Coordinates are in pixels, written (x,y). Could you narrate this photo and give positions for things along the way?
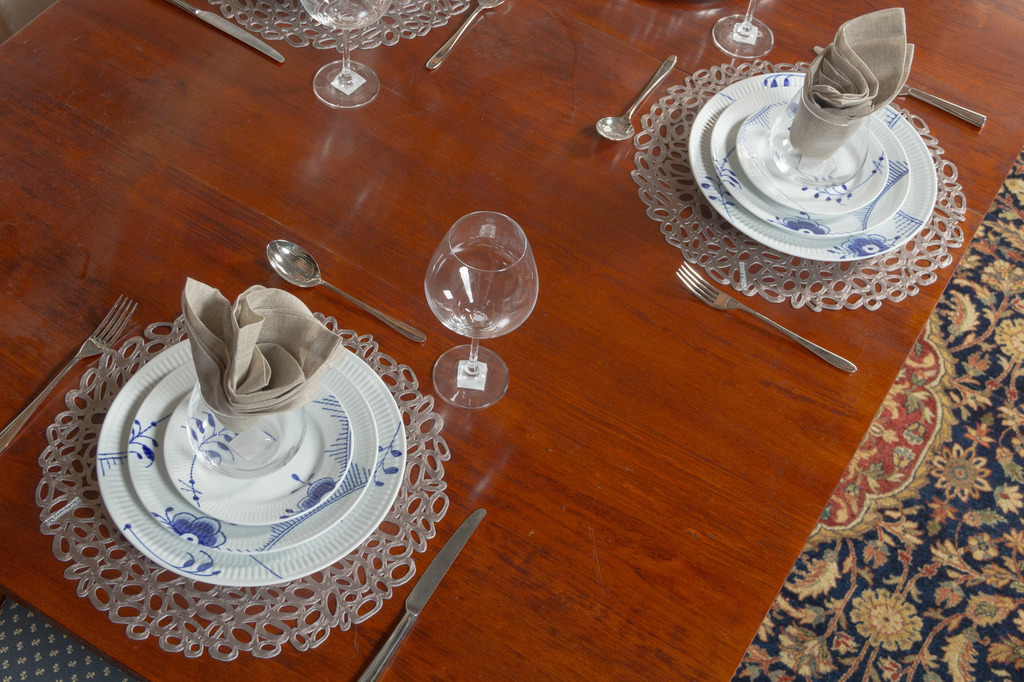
This image consists of a floor mat (910,485), a table (720,436) and knife (428,575), spoon (300,277), fork (106,341), table mat (104,580), plates (331,555), glass (243,442) and a kerchief (250,338) on it.
